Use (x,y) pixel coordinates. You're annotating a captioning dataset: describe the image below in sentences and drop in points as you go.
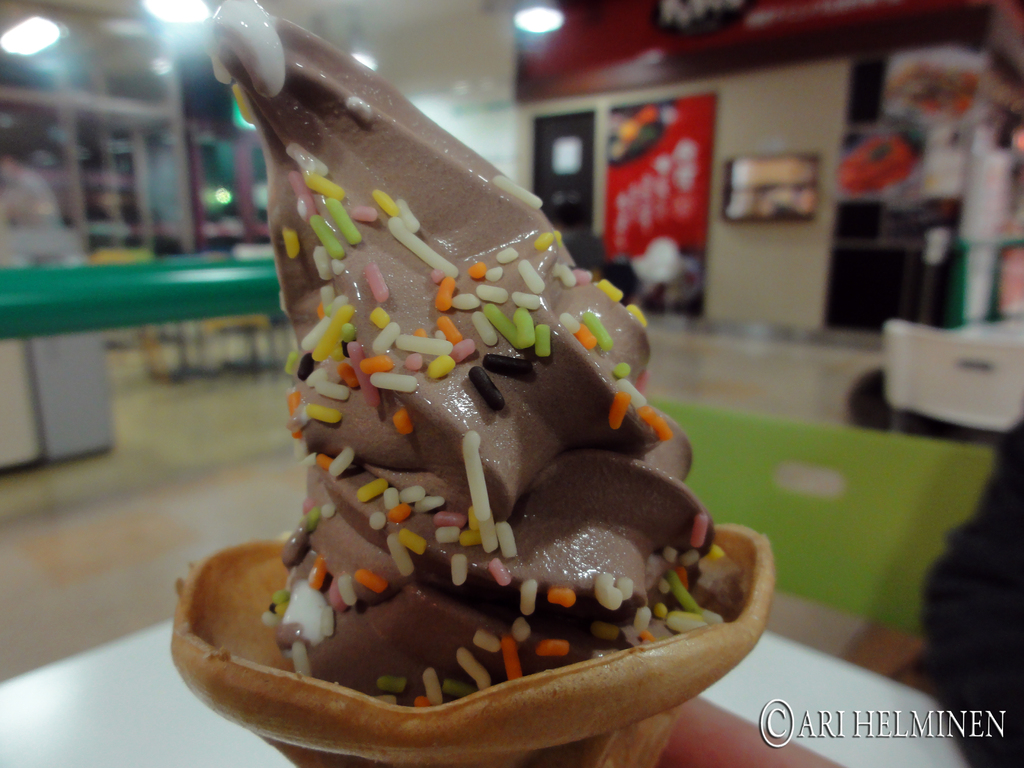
This picture seems to be clicked inside the hall (184,478). In the foreground of this picture (340,128) we can see an ice cream (367,191) containing some food items (554,600) and a white color table (129,675) and we can see the chairs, a person like thing (585,243) and we can see the wall (769,100). In the background (564,117) we can see the lights (537,22), door (571,145) and many other objects (19,306). In the bottom right corner (815,725) we can see the text (883,728) on the image.
